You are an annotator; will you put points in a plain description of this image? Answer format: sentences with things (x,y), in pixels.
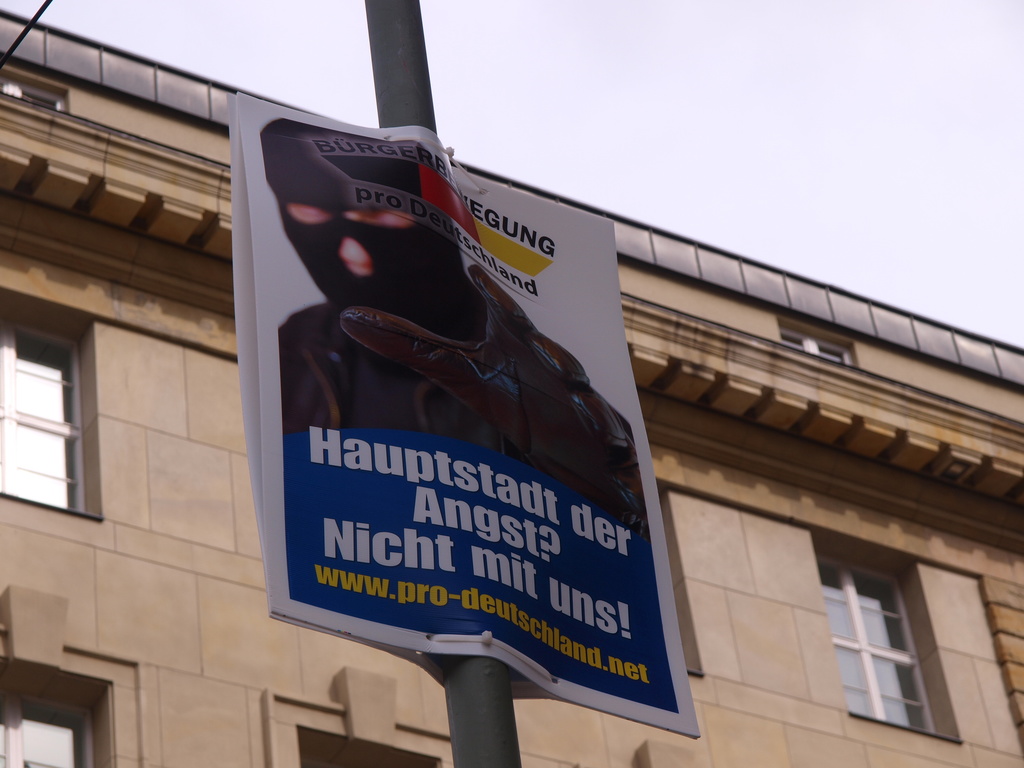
In this image there is a pole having a board (496,522) attached to it. On the board (393,360) there is a image (462,314) of a person (403,292) wearing a mask (343,235), below it there is text (531,586). Behind the pole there is building (844,600) having few windows (867,637). Top of image (734,98) there is sky (803,163).
